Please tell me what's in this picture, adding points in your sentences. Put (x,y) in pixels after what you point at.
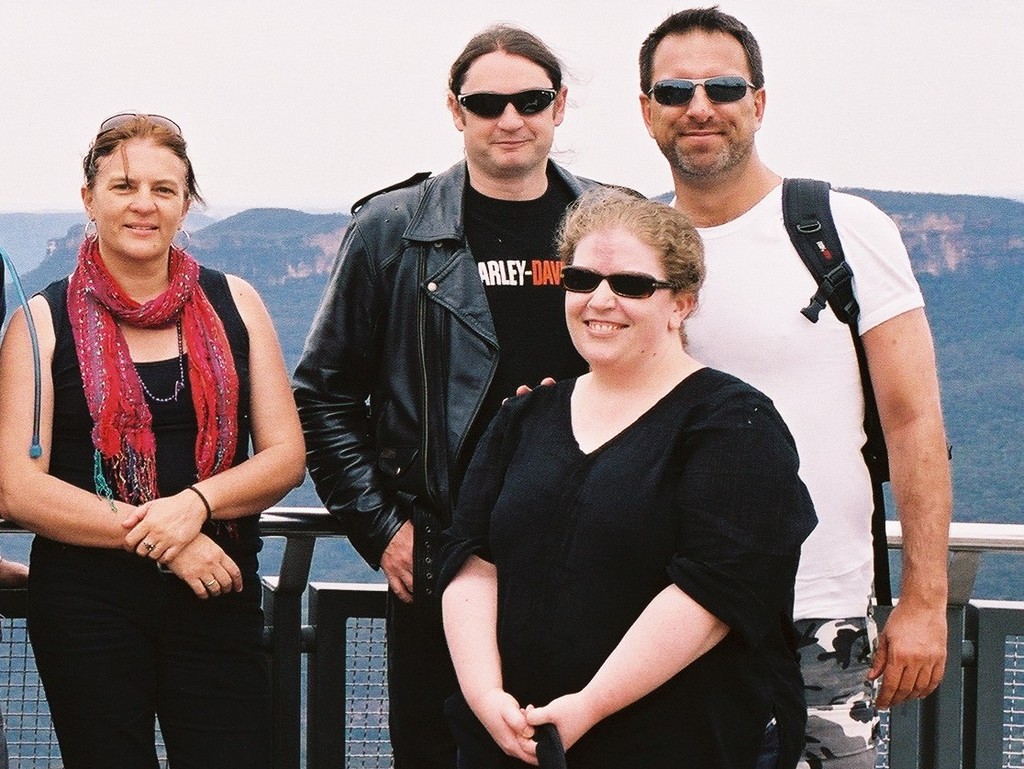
In this image we can see a few persons (454,508) standing, behind them, we can see a fence (296,581), there are some trees (286,304), mountains (303,282) and the sky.
